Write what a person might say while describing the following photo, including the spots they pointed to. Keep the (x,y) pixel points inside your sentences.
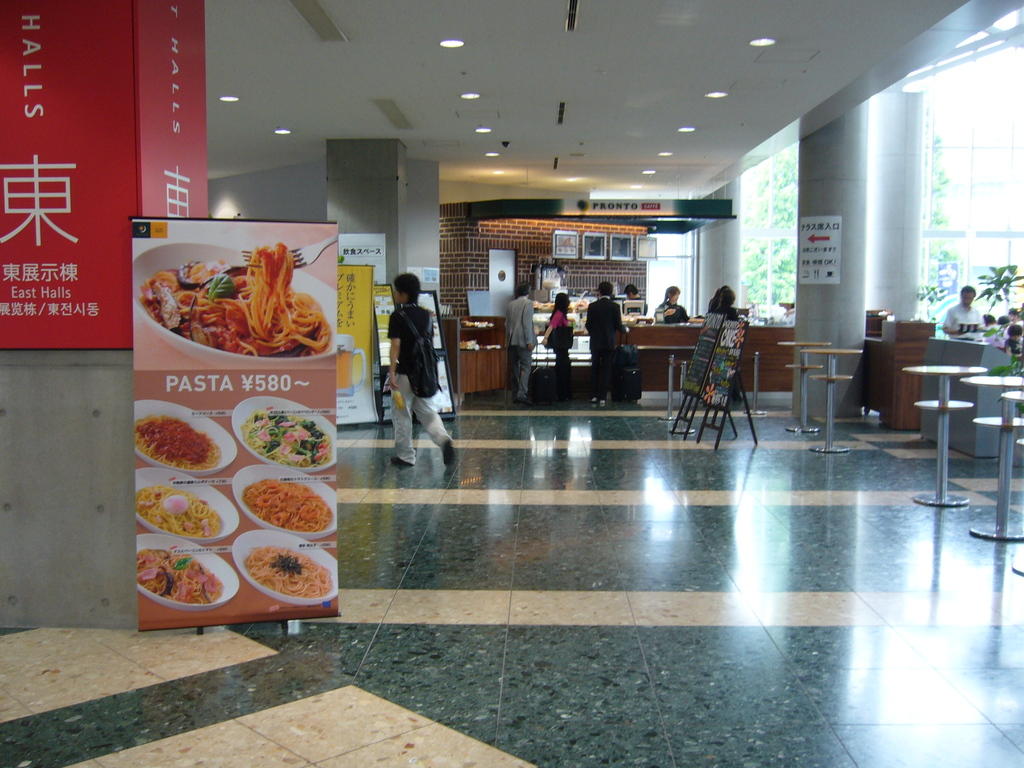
There are few persons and this is floor (564,542). Here we can see hoardings (188,159), poster (808,280), tables (1017,571), boards (708,405), pillars (891,186), and lights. There are frames (588,243). In the background (618,229) we can see a wall (483,193).
